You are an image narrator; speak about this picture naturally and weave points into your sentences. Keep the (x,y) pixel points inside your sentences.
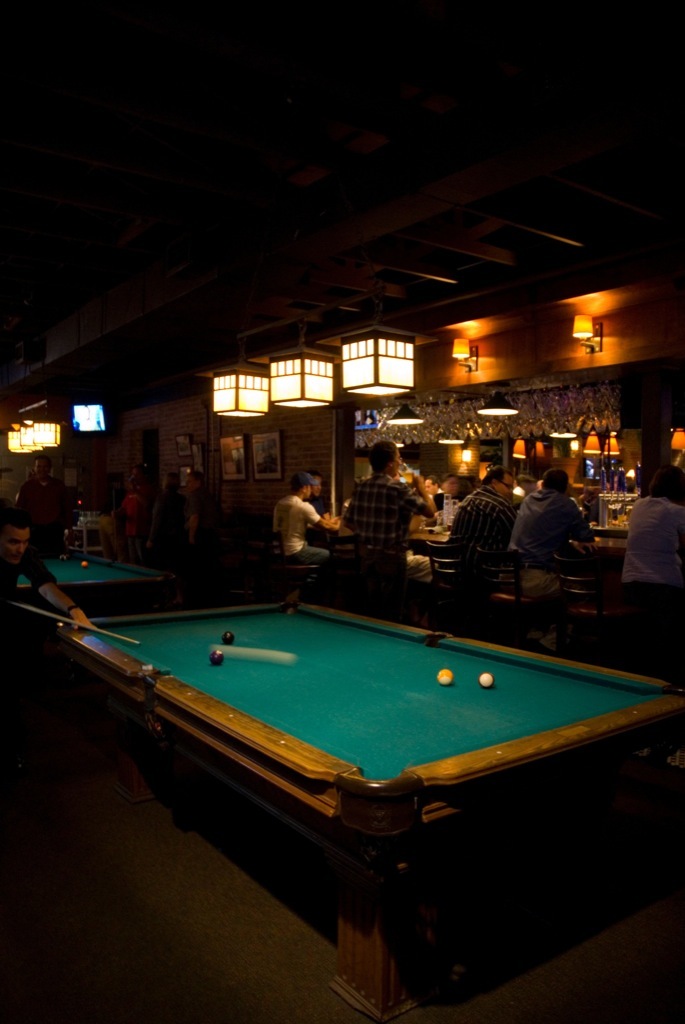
An indoor picture. People (546,520) are sitting on chairs (581,610). This is snooker board (551,752) with balls (442,669). On top (592,339) there are lights (459,359).
